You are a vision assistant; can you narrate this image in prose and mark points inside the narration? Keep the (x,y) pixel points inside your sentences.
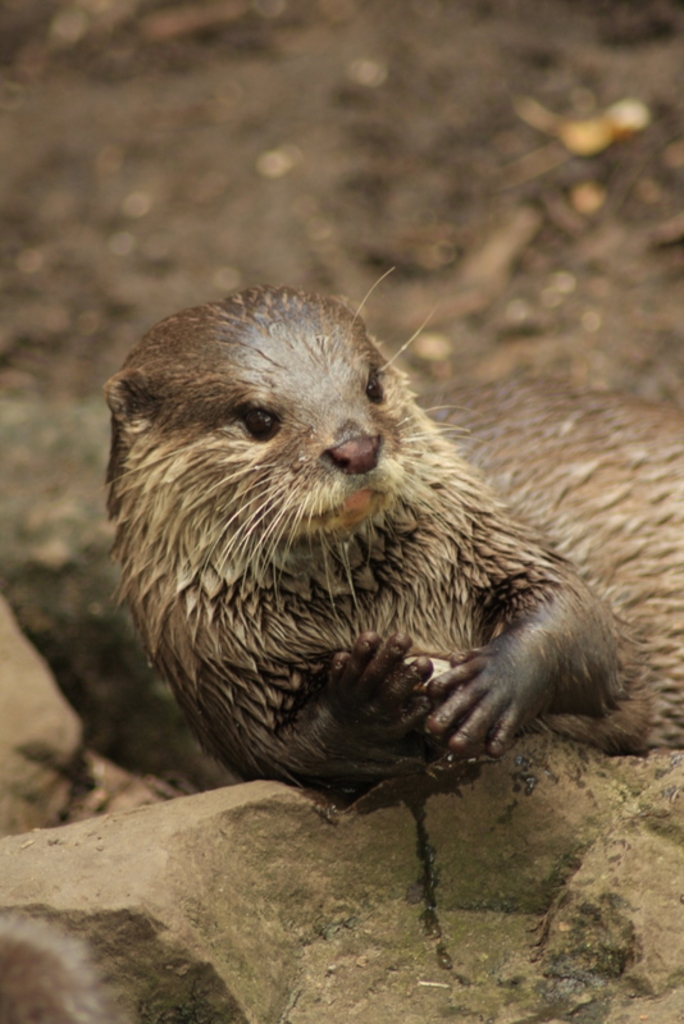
This image consists of an otter (510,531) on the rock (432,937). It is brown color. In the background (449,244), there is ground (260,237).
